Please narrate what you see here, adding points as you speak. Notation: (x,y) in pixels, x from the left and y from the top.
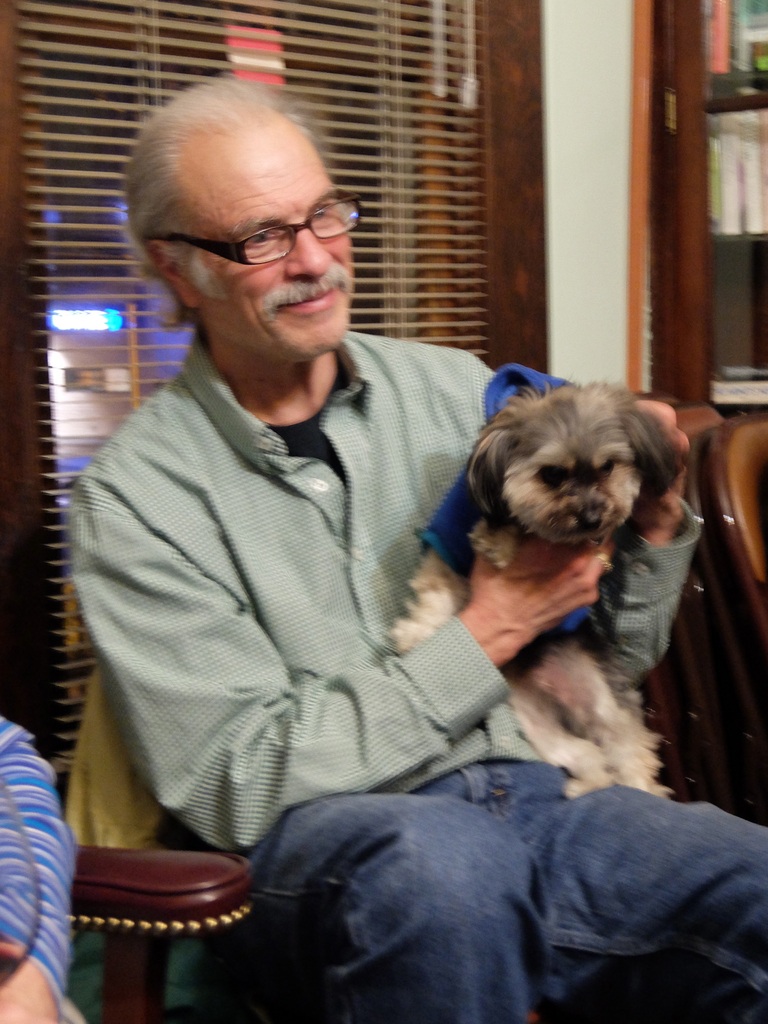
This is the old man (294,697) sitting and smiling. He is holding a small puppy (588,504) in his hands (554,545). These are the books (738,117) placed in the bookshelf (699,164). This is the curtain (106,219) which covered the window (426,209). At the bottom left corner of the image (24,999) I can see person hand (23,996). This looks like an empty chair (717,535).
